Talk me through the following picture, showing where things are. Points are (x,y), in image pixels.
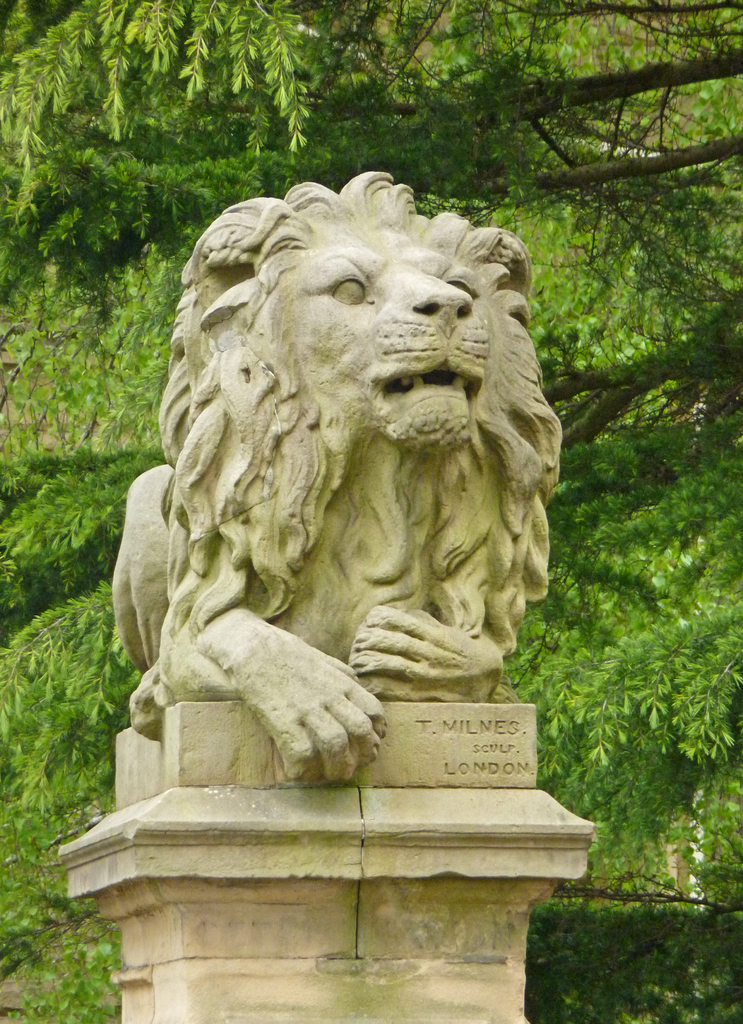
In this image we can see statue (277,705) of an animal (277,705) on a pedestal (266,843). In the background (556,299) there are trees (678,612).
